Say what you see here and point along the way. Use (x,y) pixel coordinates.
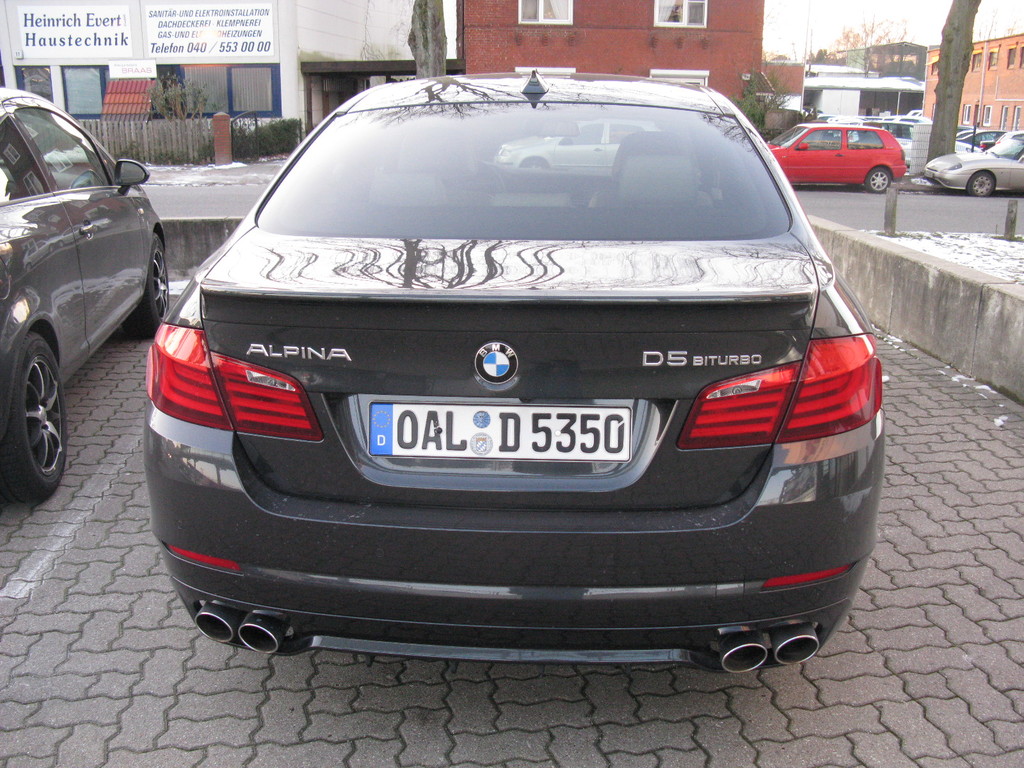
In this picture there are vehicles (812,471) and there are buildings (66,66) and trees (940,98). On the left side of the image (66,27) there is text (88,27) on the wall (304,9) and there is a wooden railing (126,139) and there are plants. On the right side of the image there is a pole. At the top right (897,29) there is sky (858,9). At the bottom (973,610) there is a road (973,624). In the foreground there is text (741,362) on the vehicle (713,369).
